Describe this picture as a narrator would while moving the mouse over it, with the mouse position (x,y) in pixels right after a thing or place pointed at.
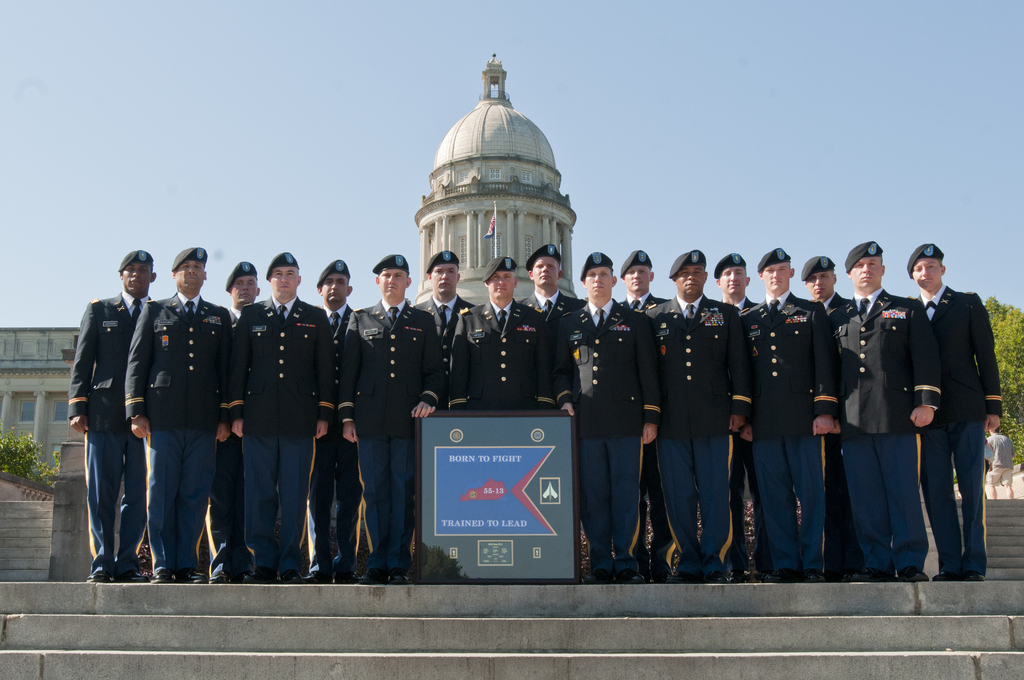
This picture describes about group of people (968,467), in the middle of the image (367,389) we can see few people (231,422) wore caps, in front of them we can find a shield (536,469), in the background (492,251) we can see few buildings (444,194), trees (1003,351) and a flag (483,237).
